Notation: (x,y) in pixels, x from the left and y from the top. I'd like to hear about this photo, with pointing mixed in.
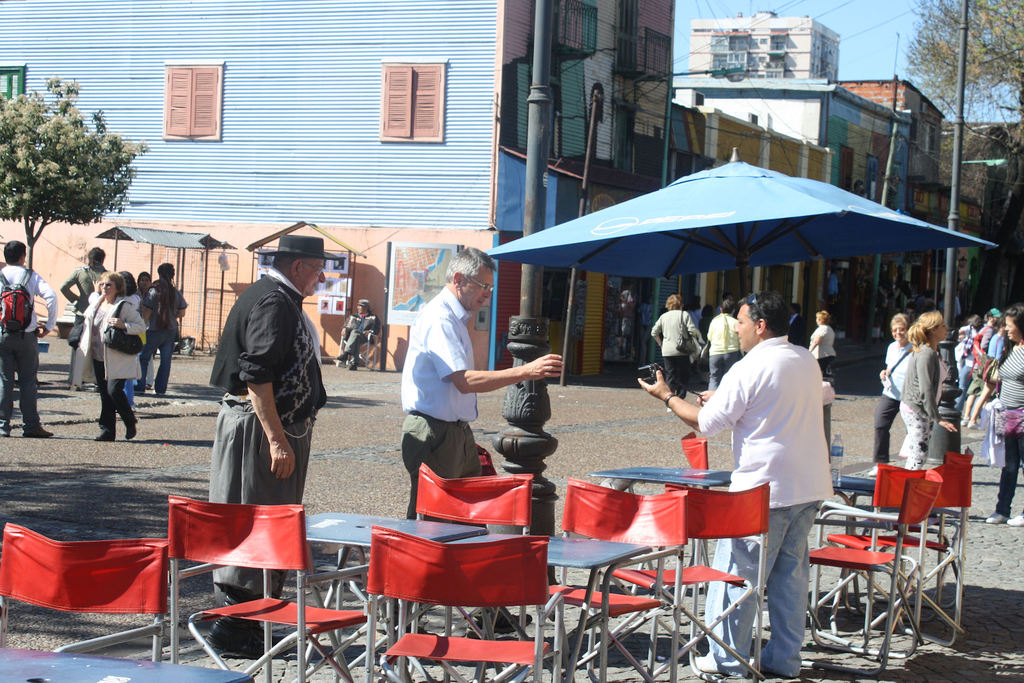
In this image there are so many persons (431,331) are standing on the road (638,402) and there are some chair (885,548) are there and behind the persons (1009,444) there is one building (560,80) and tree (87,209) and background (141,208) is sunny.
